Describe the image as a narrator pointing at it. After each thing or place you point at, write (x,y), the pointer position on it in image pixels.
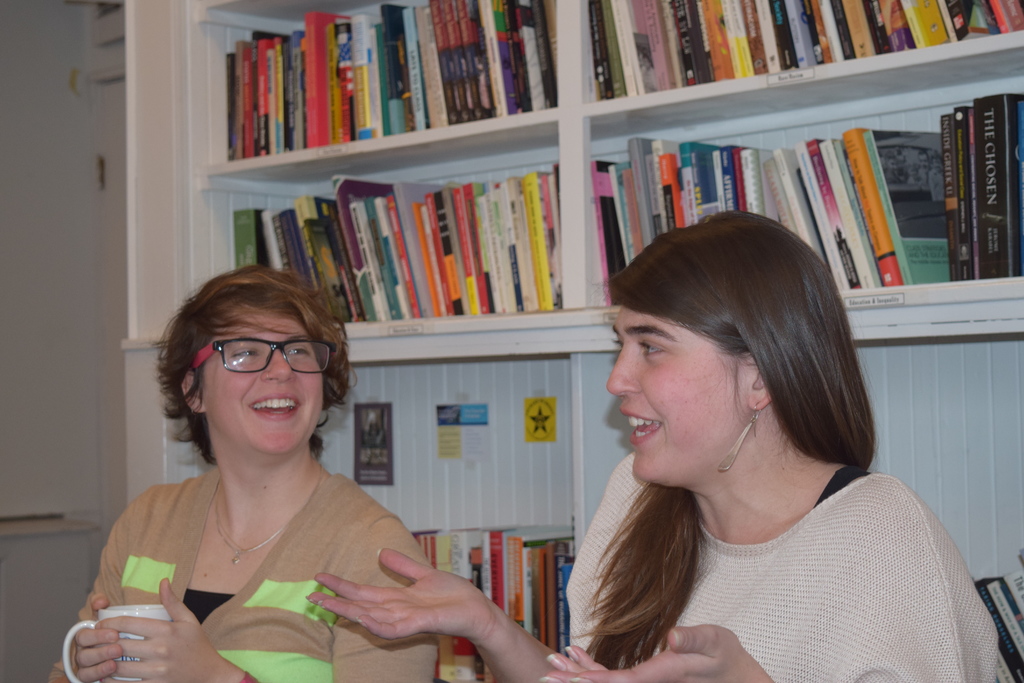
In this image, I can see two persons (473,596). In the background (839,219), I can see books (735,208) in shelves (245,2) and a wall (72,185). This image taken, maybe in a room.
